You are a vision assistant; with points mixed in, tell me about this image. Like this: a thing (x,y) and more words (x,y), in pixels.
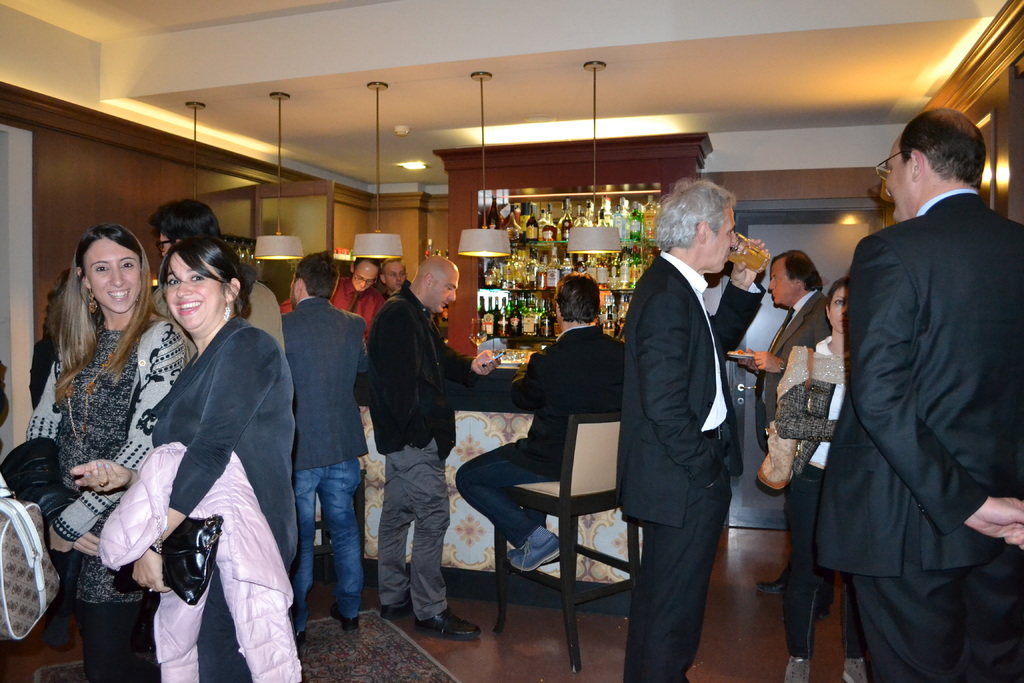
It is a bar (474,317) there are many people (232,390) gathered in a bar (463,192), there are two bartenders (394,266) and behind them there are plenty of alcohol bottles (510,305), few people (438,274) are having alcohol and food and in the front (126,417) two people (148,398) are posing for the photo.
